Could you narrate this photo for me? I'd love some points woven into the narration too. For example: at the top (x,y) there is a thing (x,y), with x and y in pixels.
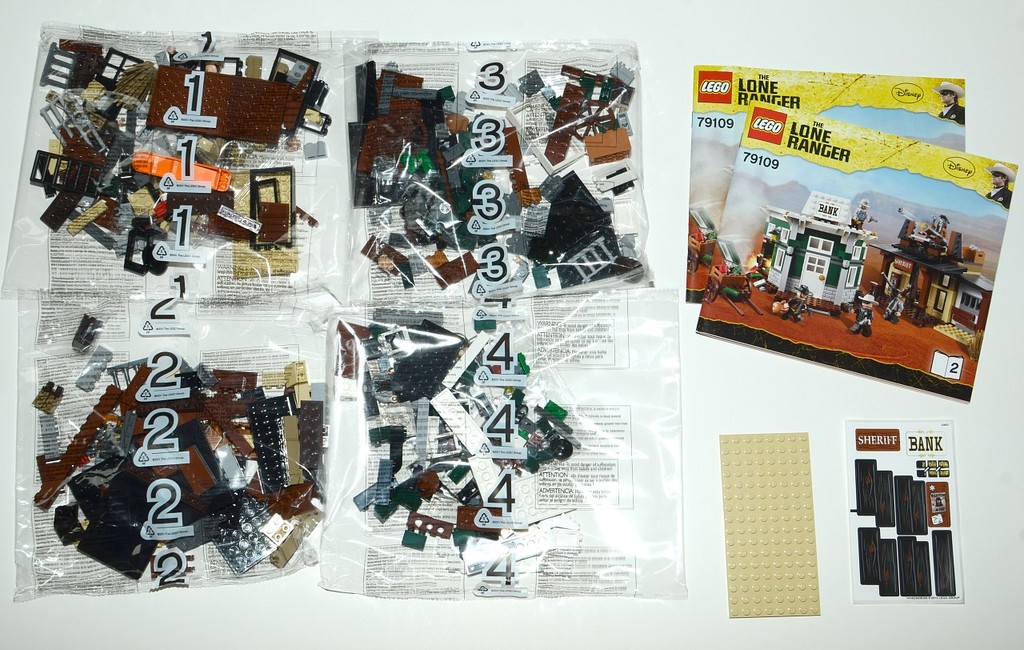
In this image we can see books (944,168), lego toy packets (380,274) and other objects (884,558). The background of the image (725,389) is white.
